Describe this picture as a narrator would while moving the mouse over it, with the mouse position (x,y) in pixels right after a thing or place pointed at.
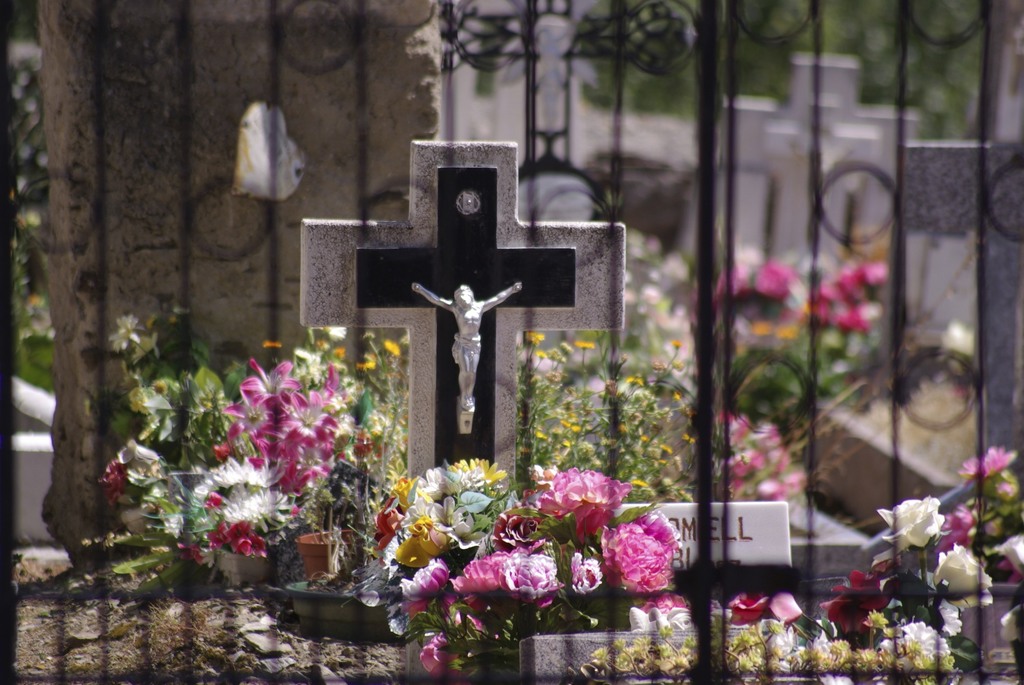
In this picture I can see a cemeteries (507,372) and also we can see some flowers (662,315) around.
